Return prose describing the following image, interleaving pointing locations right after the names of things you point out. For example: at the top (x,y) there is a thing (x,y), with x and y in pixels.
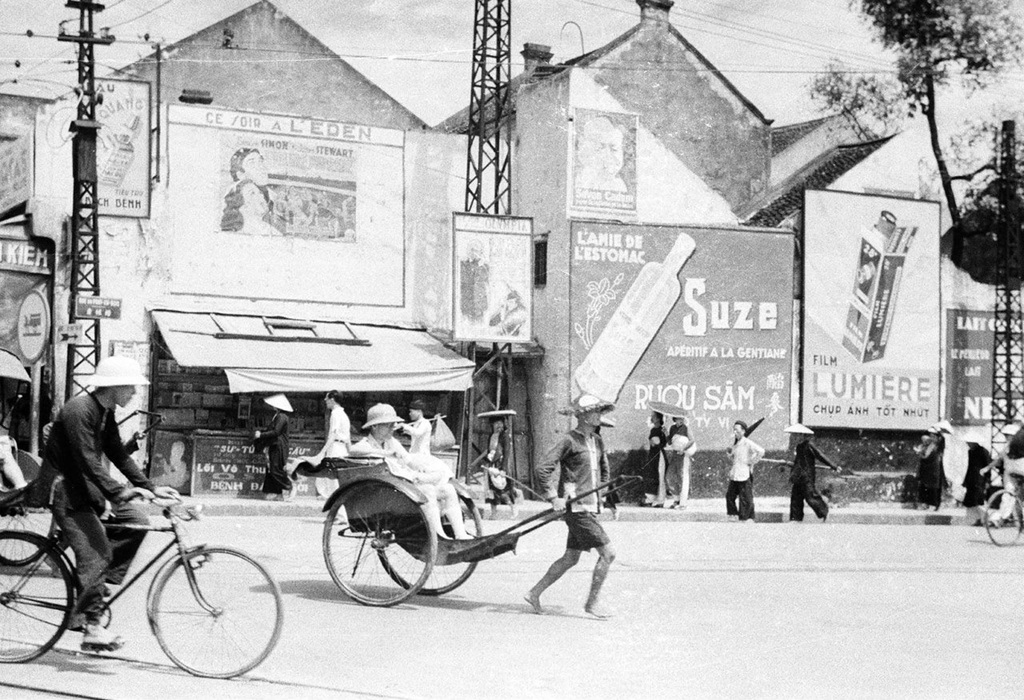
As we can see in the image there is a sky (399,19), current pole (84,123), house (209,89), banner (315,161), few people (267,432) here and there. On the left side (101,488) there is a man (105,468) riding bicycle (61,561) and there is a shop (234,422) over here.
